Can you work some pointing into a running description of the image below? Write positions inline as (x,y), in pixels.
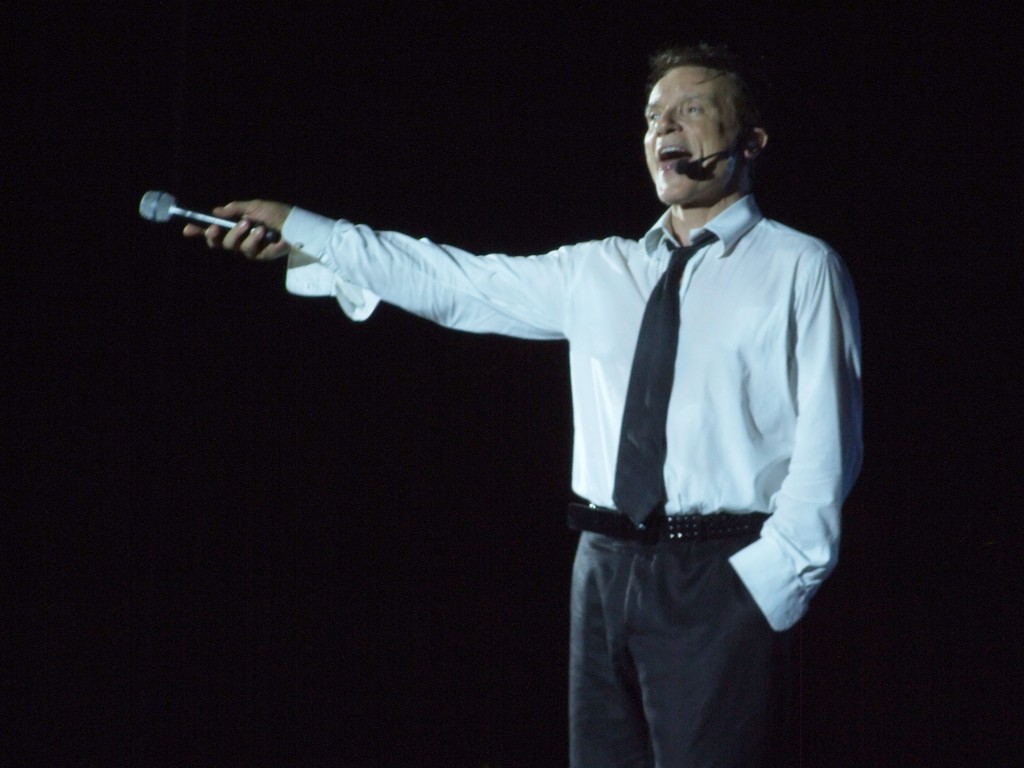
In this image we can see a person (288,290) wearing a mic (696,166) and holding a mic (260,232), also we can see the background (476,187) is dark.
